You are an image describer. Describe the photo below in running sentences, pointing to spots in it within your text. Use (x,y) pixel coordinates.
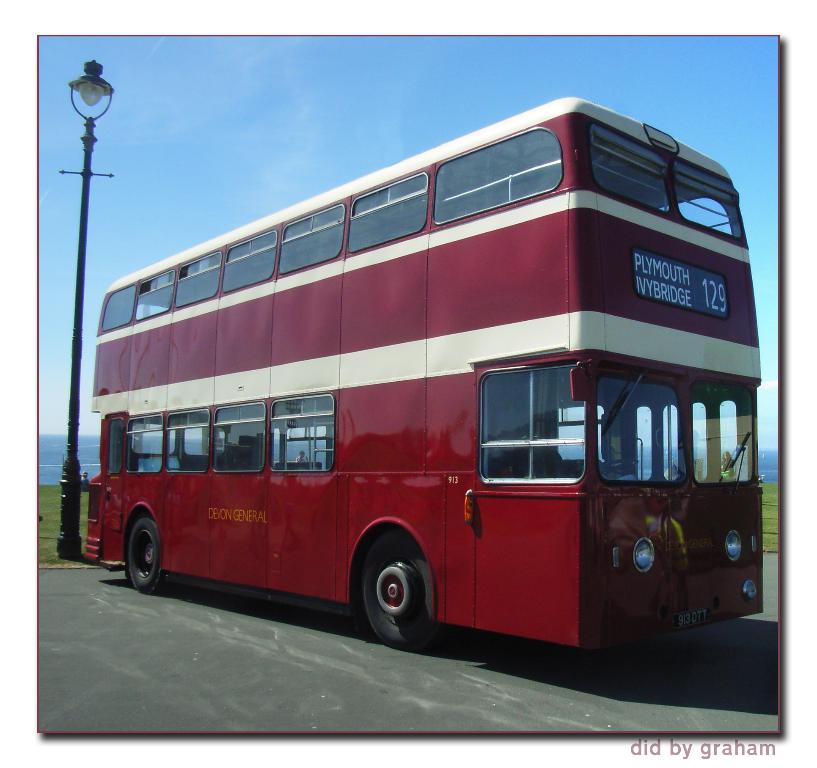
In this image I can see a bus (423,409) in red color, at left (77,411) I can see a light pole (76,430), I can also see the sky (191,156) in blue color.
